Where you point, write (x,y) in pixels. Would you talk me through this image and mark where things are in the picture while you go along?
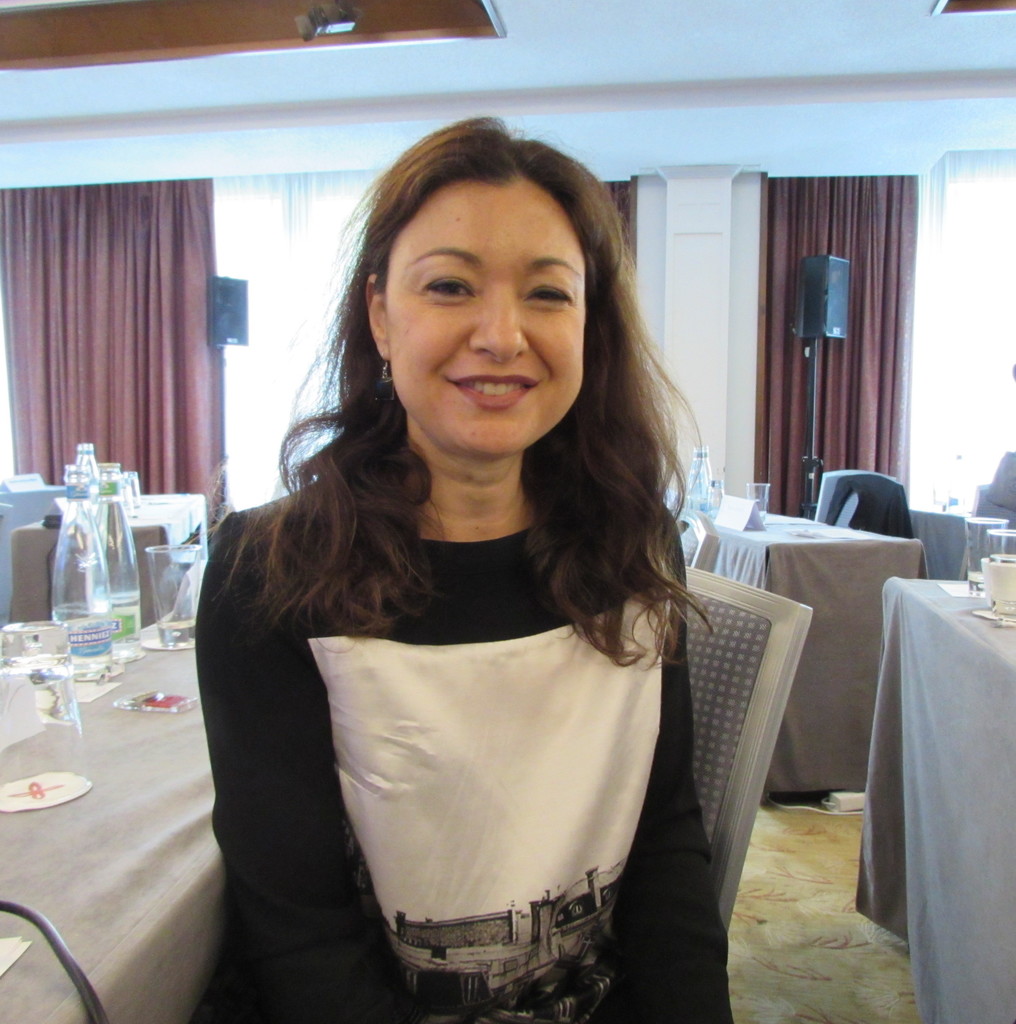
This Image is clicked in a restaurant (546,485). There are so many chairs (748,764) and tables (196,674) and there is a curtain (194,375) on the back side (163,424). On the table (119,719) there are water bottles (88,650), Glasses (28,716) and woman (397,794) is sitting on the chair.
